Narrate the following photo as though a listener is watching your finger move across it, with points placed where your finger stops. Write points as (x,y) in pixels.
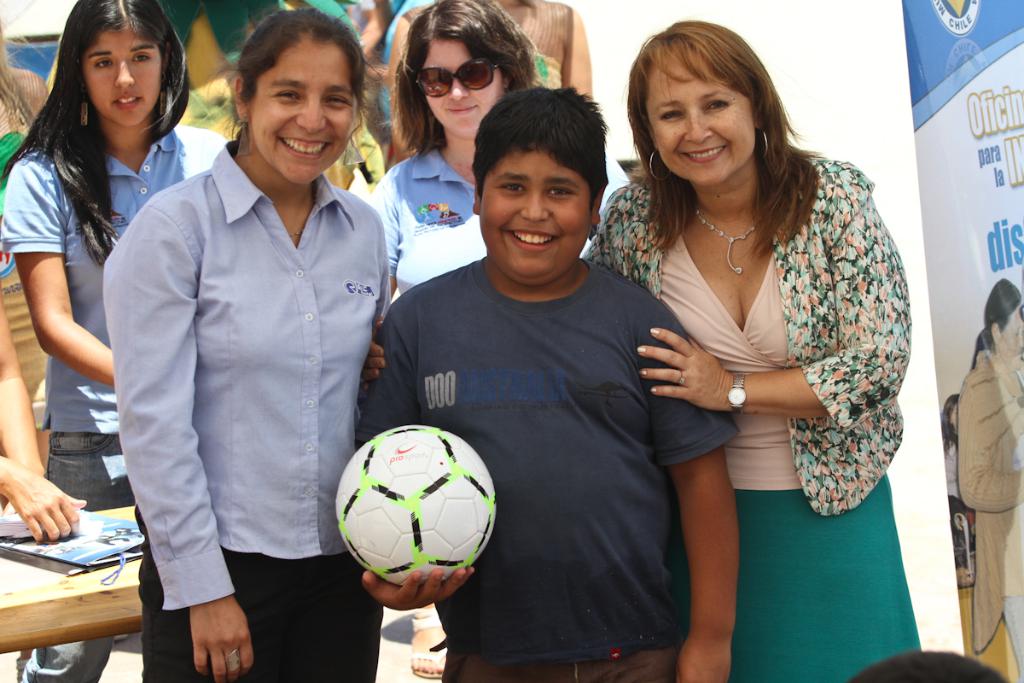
In this image I see 2 women (274,52) and a boy (531,274) in front (281,163) and 3 of them are smiling and this boy (617,426) is holding the ball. In the background (107,438) I see few people (13,374) who are standing and there is a table (76,636) over here.
